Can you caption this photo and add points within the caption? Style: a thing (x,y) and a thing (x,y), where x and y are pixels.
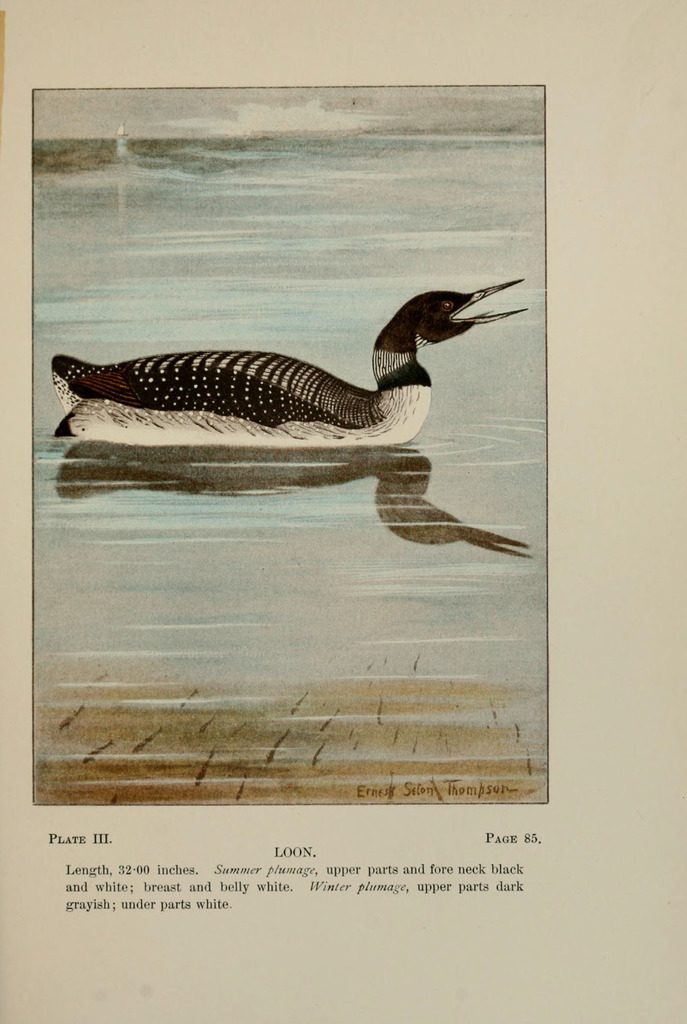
In this image, we can see a page (570,351) contains picture (394,654) of a duck (407,344) and some text (270,884).
